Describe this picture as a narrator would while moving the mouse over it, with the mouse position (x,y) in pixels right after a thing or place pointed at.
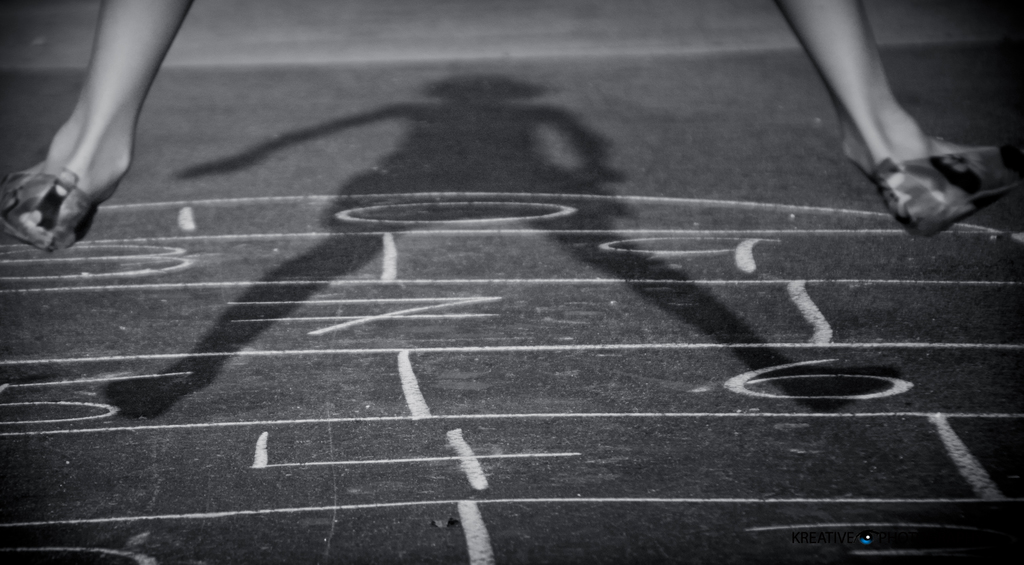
In this image I can see at the bottom (818,391) there are numbers (648,250), in the middle (624,249) there is a shadow (216,343), there are human legs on either side of this image.
